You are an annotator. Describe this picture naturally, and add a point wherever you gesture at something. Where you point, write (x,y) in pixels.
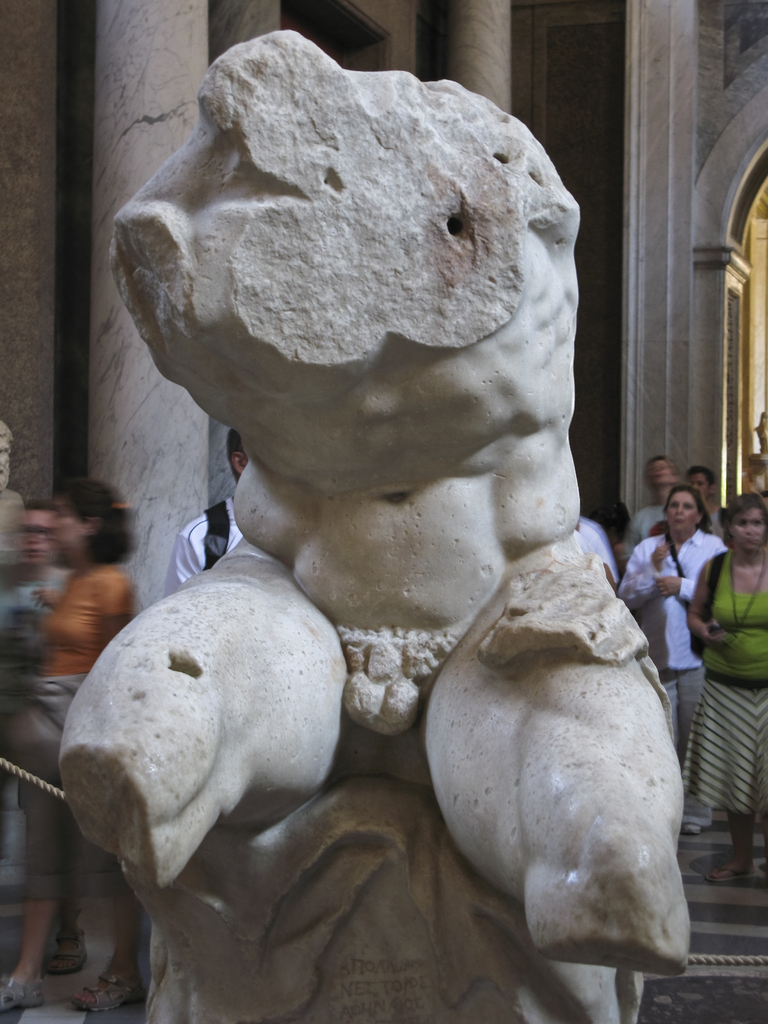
In this picture I can observe a statue (347,461) in the middle of the picture (381,390). In the background (692,613) I can observe some people (710,574).
